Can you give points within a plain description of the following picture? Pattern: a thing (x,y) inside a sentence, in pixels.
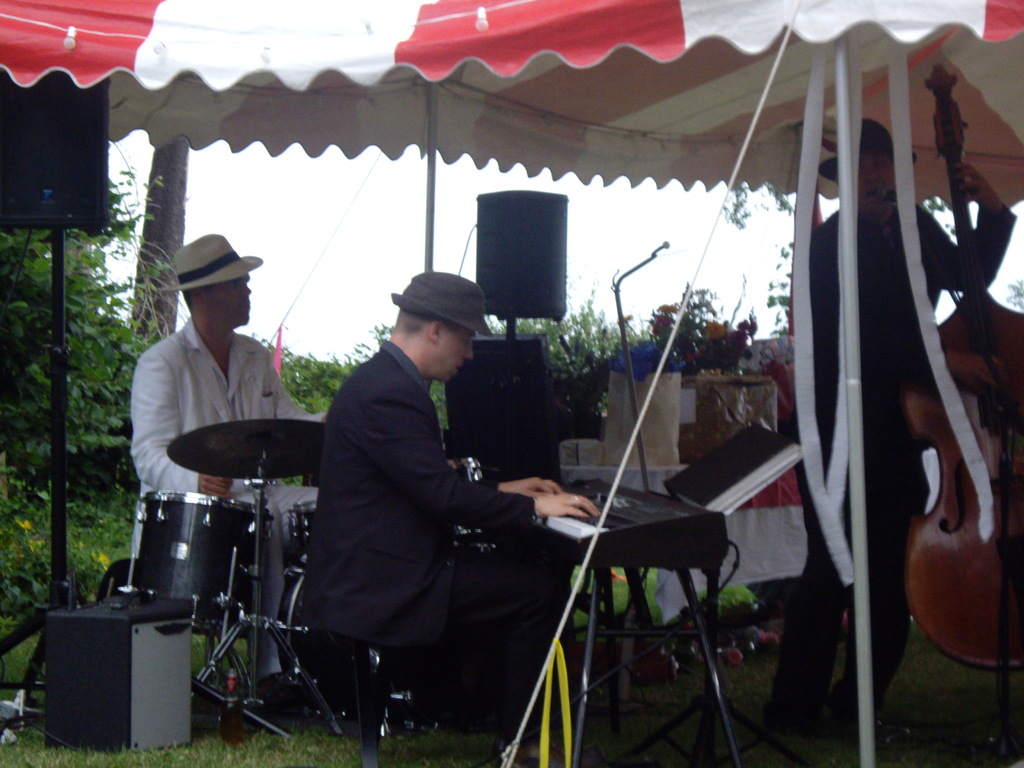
In this image we can see three persons (915,320) are playing musical instruments (932,638). Here we can see grass (266,766), speakers (479,388), plants (69,469), poles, ropes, mike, and a tent (772,103). In the background (578,248) there is sky (338,264).
